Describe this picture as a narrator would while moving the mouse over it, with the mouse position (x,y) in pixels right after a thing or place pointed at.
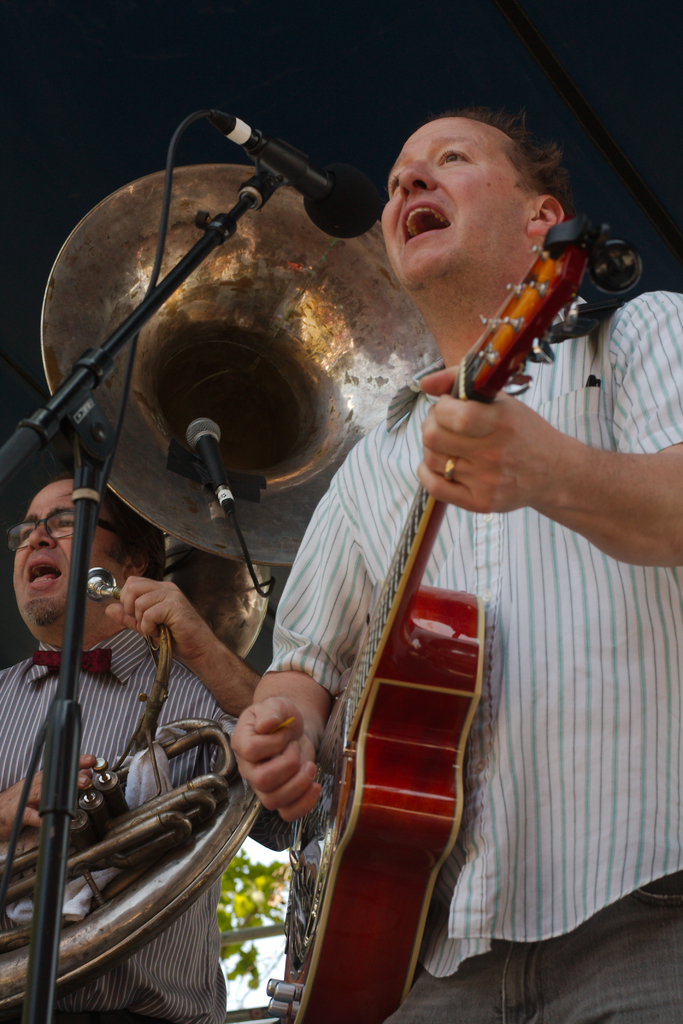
In this image there are two persons (456,245) who are standing on the right side (456,284) the person (456,316) who is standing and he is holding a guitar (406,571) and he is singing in front of him there is one mike (318,204). Beside him there is another person (46,704) who is standing and also he is singing and he is holding a musical instrument (80,871).
